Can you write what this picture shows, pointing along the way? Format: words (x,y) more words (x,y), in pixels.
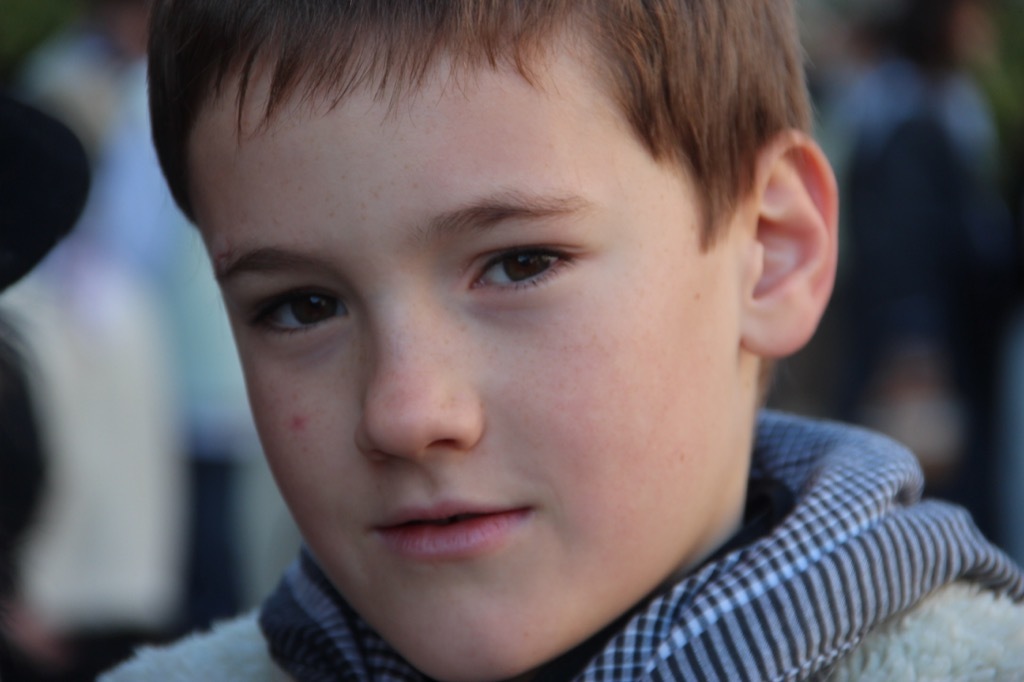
As we can see in the image there is a boy (463,334) smiling in the front (459,505). The background (110,233) is blurred.
